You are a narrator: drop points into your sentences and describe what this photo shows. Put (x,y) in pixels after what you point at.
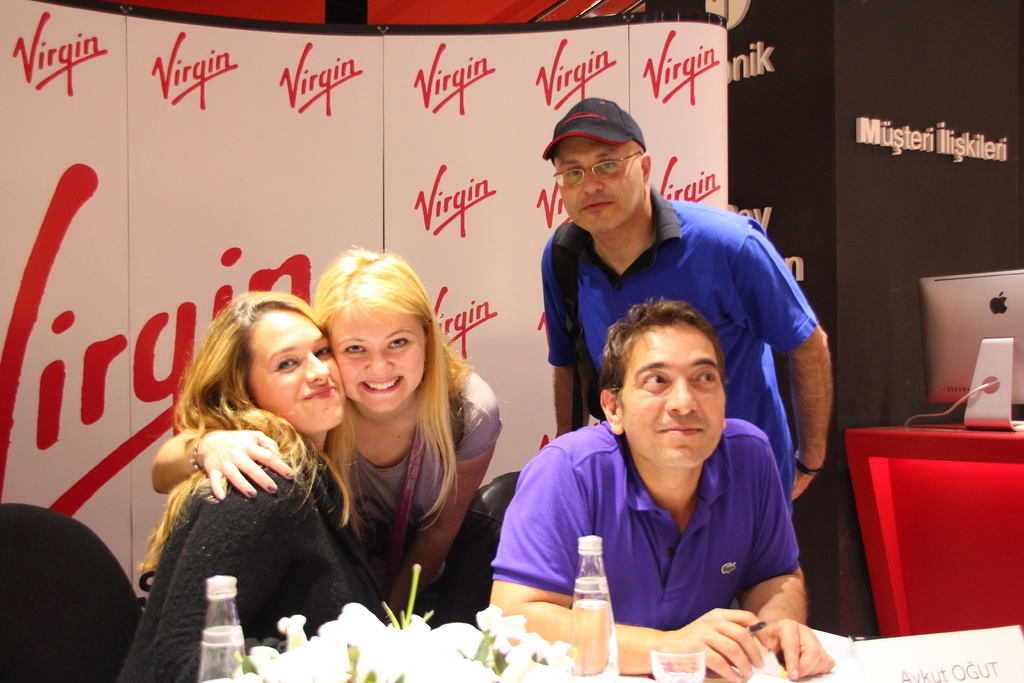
This picture seems to be clicked inside the hall (551,430). In the foreground (716,658) we can see bottles (605,631), flowers (516,649) and some other objects (773,670) are placed on the top of the table (335,657) and we can see the two persons (354,587) sitting on the chairs (503,503) and we can see the two persons (585,312) wearing t-shirts (468,447) and standing. In the background (777,63) we can see the banners (583,41) on which we can see the text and we can see the text (962,144) on the black color objects (830,49) which seems to be the pillar (872,336) and we can see some devices (995,334) placed on the top of the table (885,440).
